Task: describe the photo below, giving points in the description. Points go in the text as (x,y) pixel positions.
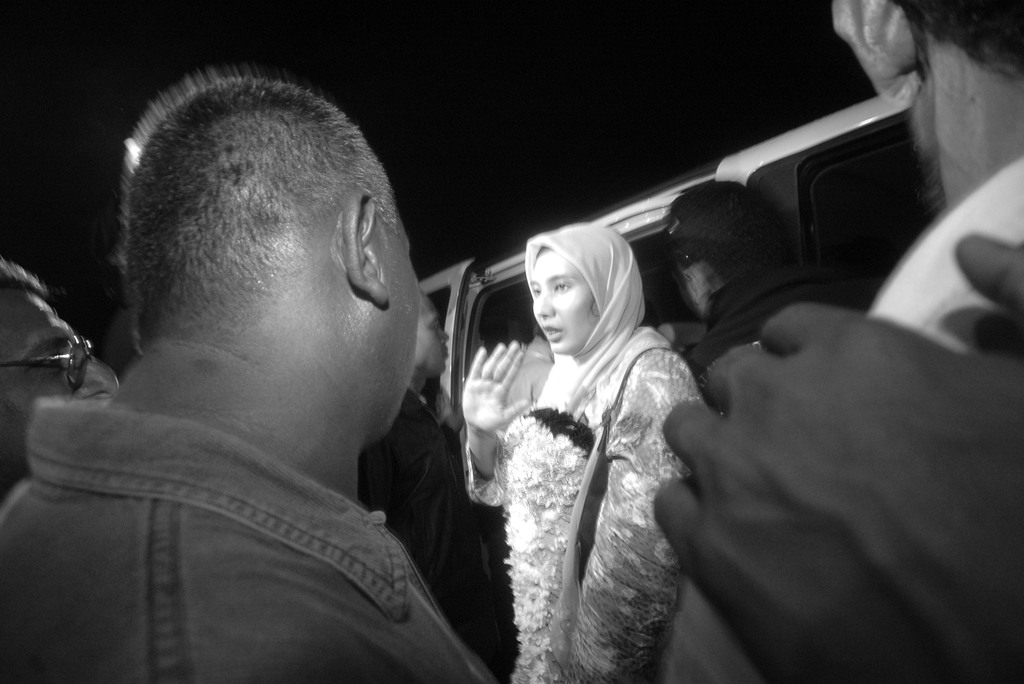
This is a black and white picture of few persons (203,358) standing in the front (215,403), in the middle (580,323) there is an arab woman (571,376) with garland (519,669) standing in front of a vehicle (451,298).
